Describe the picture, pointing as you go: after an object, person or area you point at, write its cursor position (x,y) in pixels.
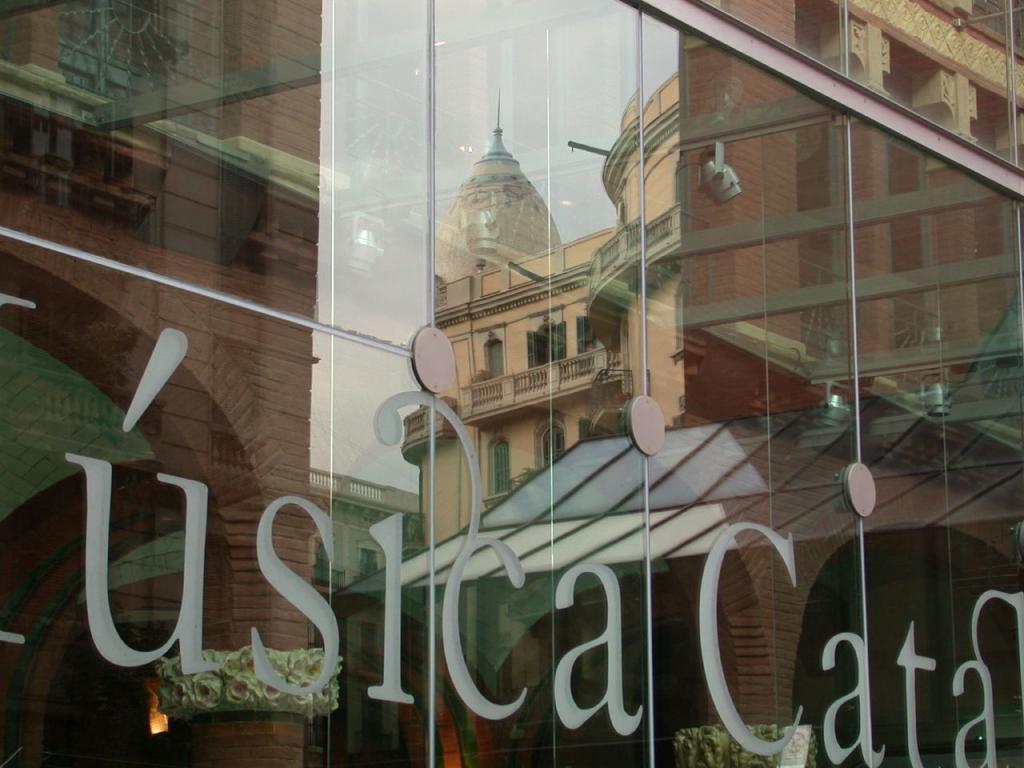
In the center of the image (419,438) there is a reflection (424,501) of a building (767,235). At the bottom of the image (105,515) there is some text (328,547).
